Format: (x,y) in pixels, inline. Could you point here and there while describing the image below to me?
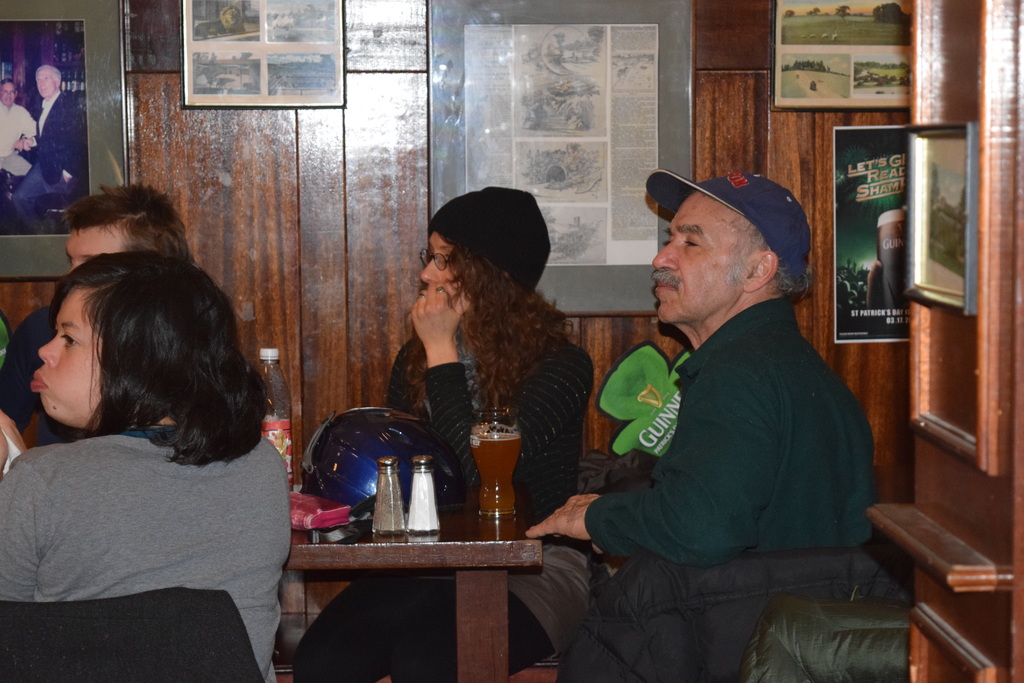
This is an image clicked inside the room (107,221). In this I can see four people (411,582) are sitting on the chairs (639,626) around the table (464,558). On the table (477,546) there is one helmet (398,444), one glass (494,449) and one bottle (281,441) are there. In the background (90,139) I can see some frames (479,81) are attached to the wall (721,71).
